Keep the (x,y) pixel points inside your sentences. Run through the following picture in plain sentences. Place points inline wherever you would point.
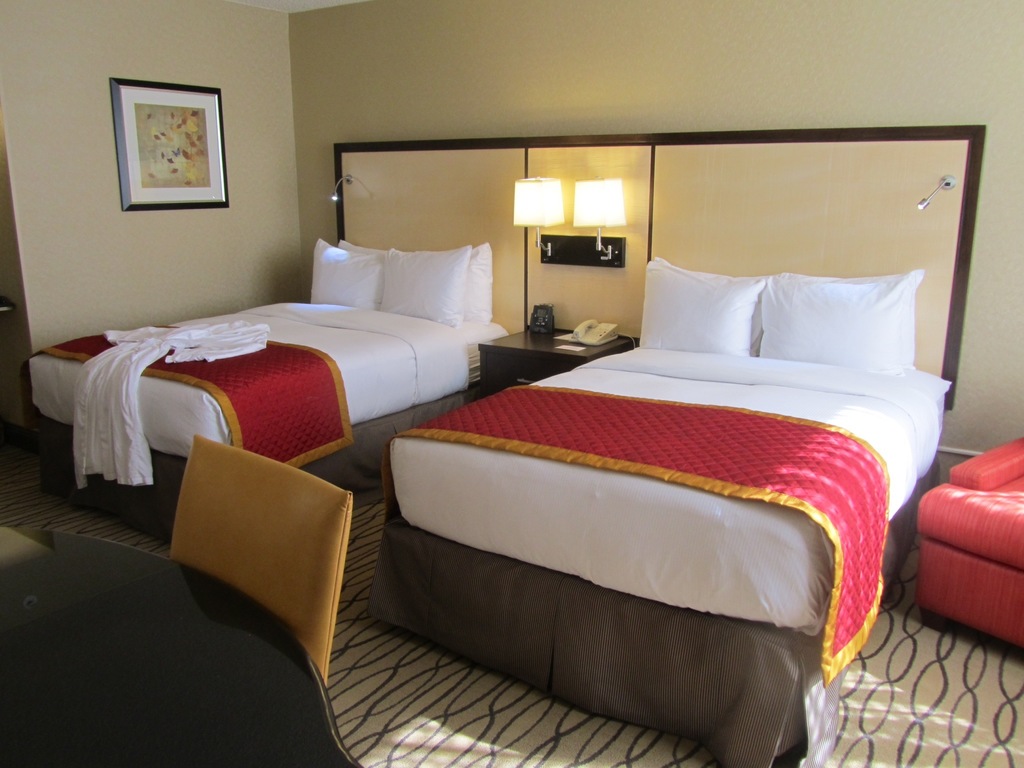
In this room (394,287) there are 2 beds (474,335) 2 lamps (541,221) and chairs (294,549). On the wall (17,150) there is a frame (169,172).
